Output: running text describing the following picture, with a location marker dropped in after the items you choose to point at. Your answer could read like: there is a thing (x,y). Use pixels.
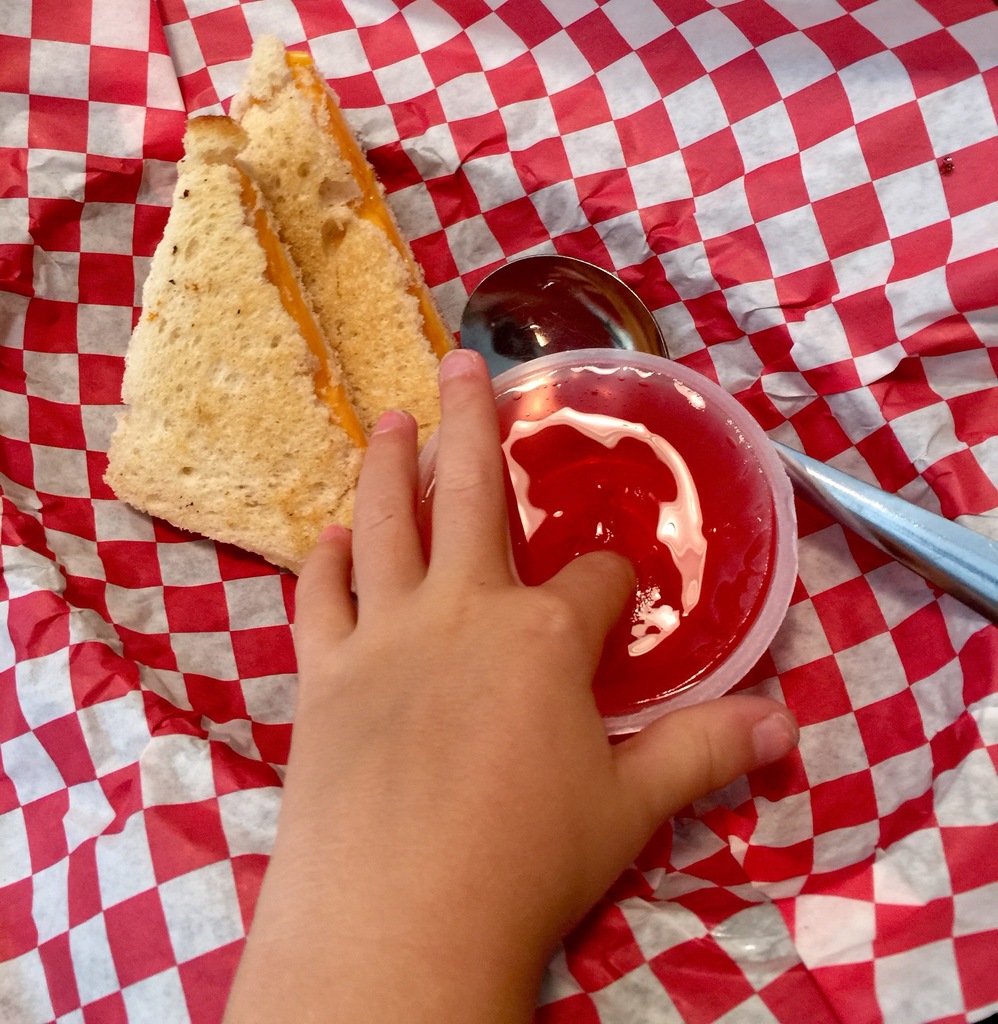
In this image we can see a person's hand (585,635) and also we can see some bread pieces (437,378), spoon (885,519) and a cup (518,407) on the cloth (780,343).
